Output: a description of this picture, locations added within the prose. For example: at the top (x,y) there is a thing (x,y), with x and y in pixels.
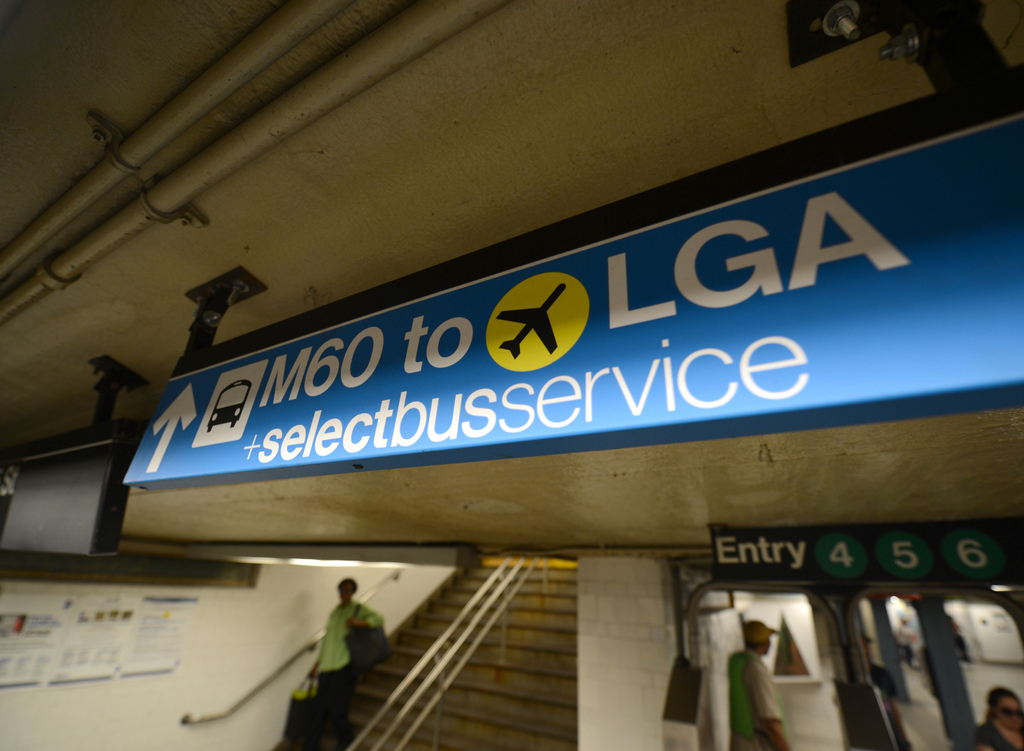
In this picture we can see sign board (441,316) which is in blue color. On the bottom (329,649) there is a man (342,713) who is holding bags (379,635) and standing on the stairs (471,677). On the bottom right (1022,743) there are two persons (1001,731) standing near to the subway entry (856,686). On the bottom left corner (165,650) we can see calendar (107,646), posters (180,622) and papers (97,619) on the wall (197,642). Here we can see tube light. On the top (109,159) we can see pipes (273,134).
